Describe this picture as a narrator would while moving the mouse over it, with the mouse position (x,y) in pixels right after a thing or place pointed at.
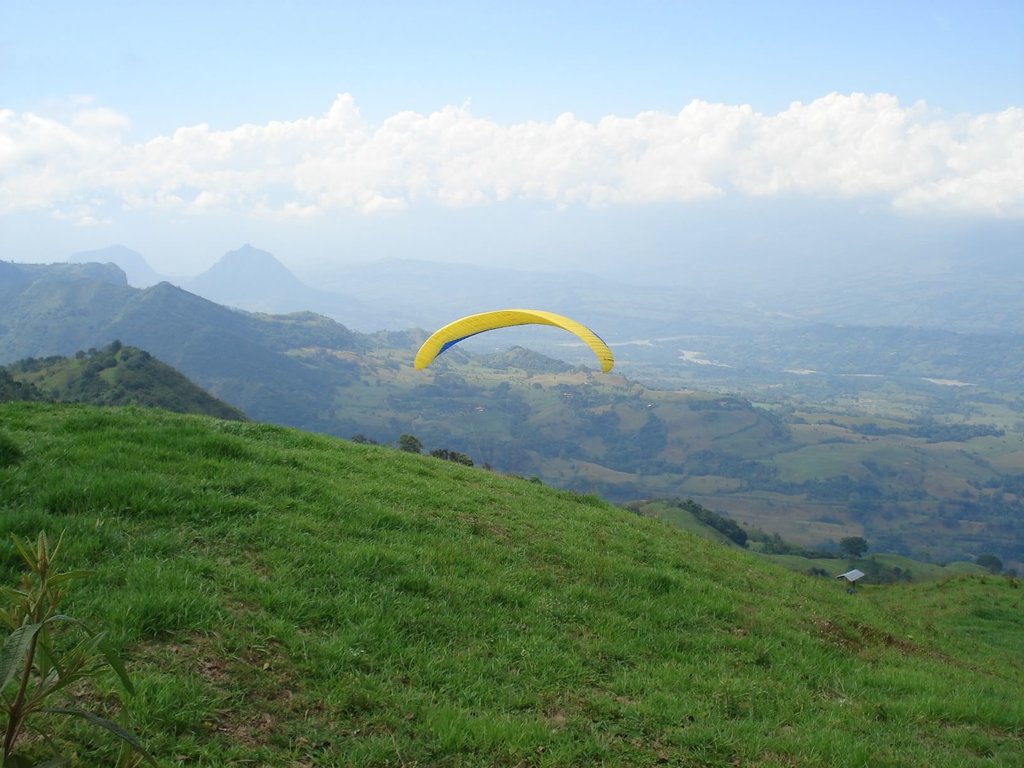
In this image we can see a parachute (501,323). We can also see a plant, grass (575,620), a house (848,583) with a roof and some trees (71,392). On the backside (486,195) we can see the mountains (626,380) and the sky (620,172) which looks cloudy.
